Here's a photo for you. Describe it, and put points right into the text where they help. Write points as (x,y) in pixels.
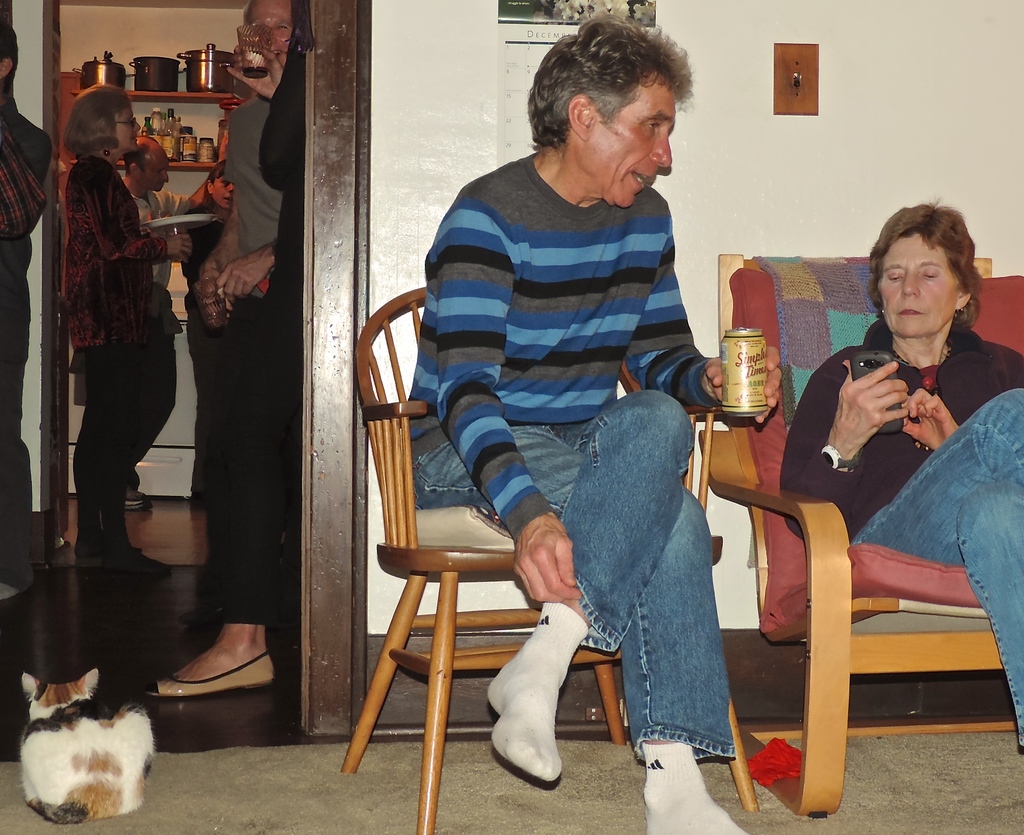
In this picture we can see a man (559,110) and a woman (1018,572) sitting on the chairs (484,619). He hold a tin (723,361) with his hand (713,391). This is the floor (226,773) and there is a cat (127,727). On the background (240,485) we can see some persons (102,457) are standing on the floor (110,611). This is the wall (427,154). Here we can see some vessels (215,84) and bottles (174,126) on the rack (180,164).
